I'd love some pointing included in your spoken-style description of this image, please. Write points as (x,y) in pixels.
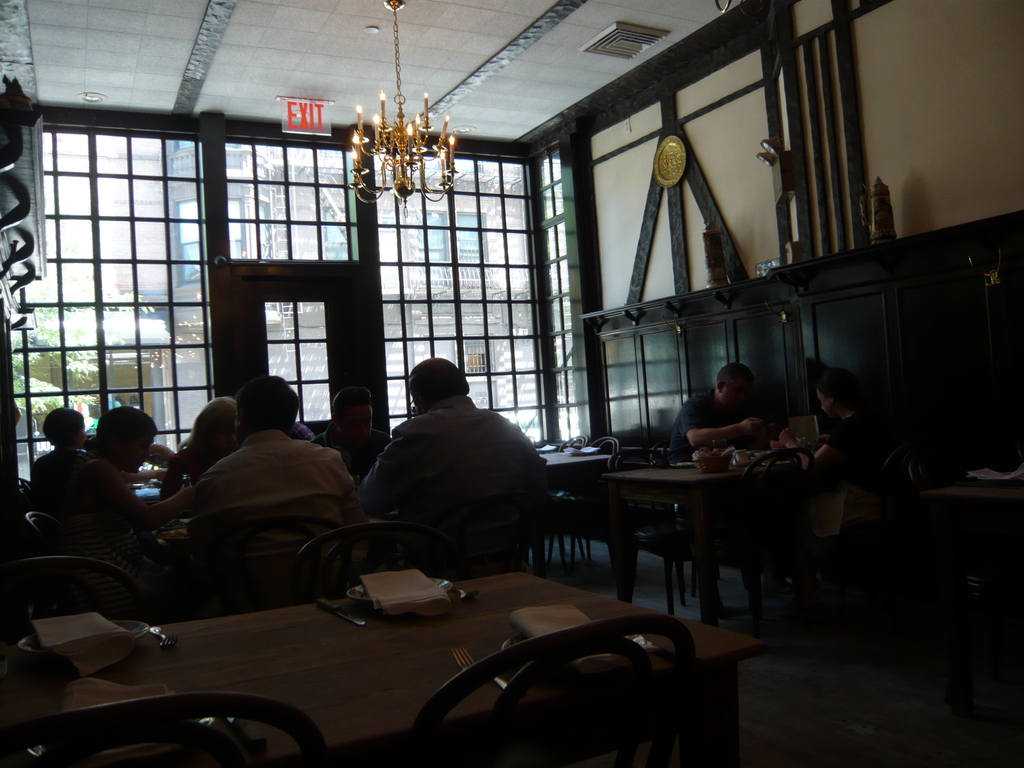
In this image I can see the group of people (459,435) sitting in-front of the table (511,598). On the table (140,641) there is a plate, tissue (409,598) and the spoons (346,614). In the top (305,114) there are some lights (394,147) and the exit board (295,123).
